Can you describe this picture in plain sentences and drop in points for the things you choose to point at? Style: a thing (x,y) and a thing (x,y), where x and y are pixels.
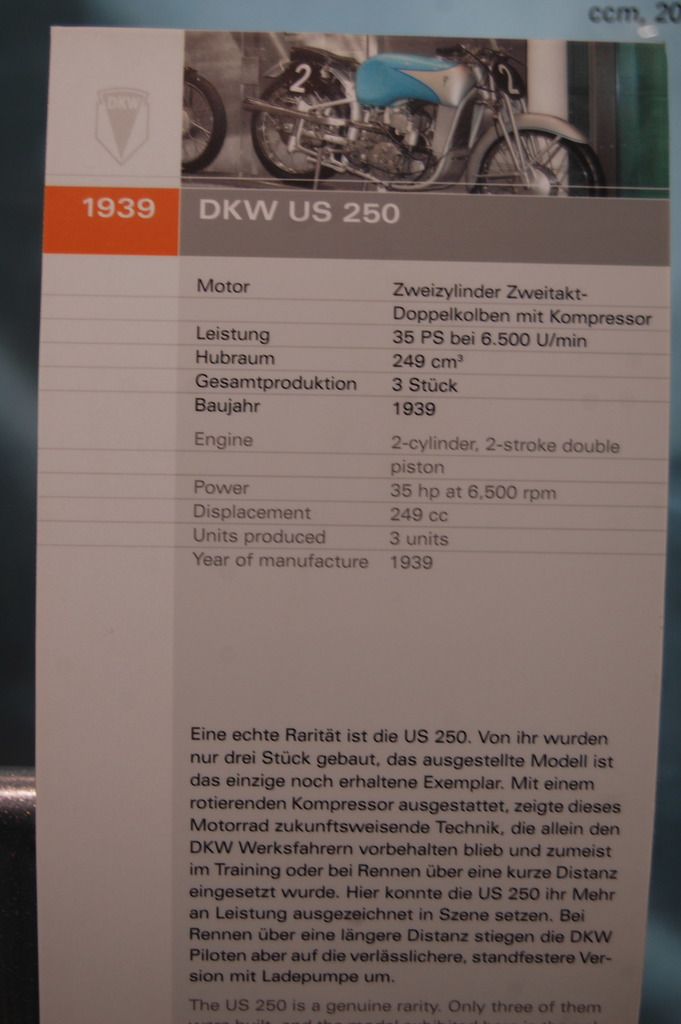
In this picture I can observe specifications (425,390) of a motorbike (317,119) on the paper (336,514). There is some text (297,829) on the paper (328,813). On the top of the paper (362,153) I can observe motorbike (377,116). The background (274,589) is in grey color.
